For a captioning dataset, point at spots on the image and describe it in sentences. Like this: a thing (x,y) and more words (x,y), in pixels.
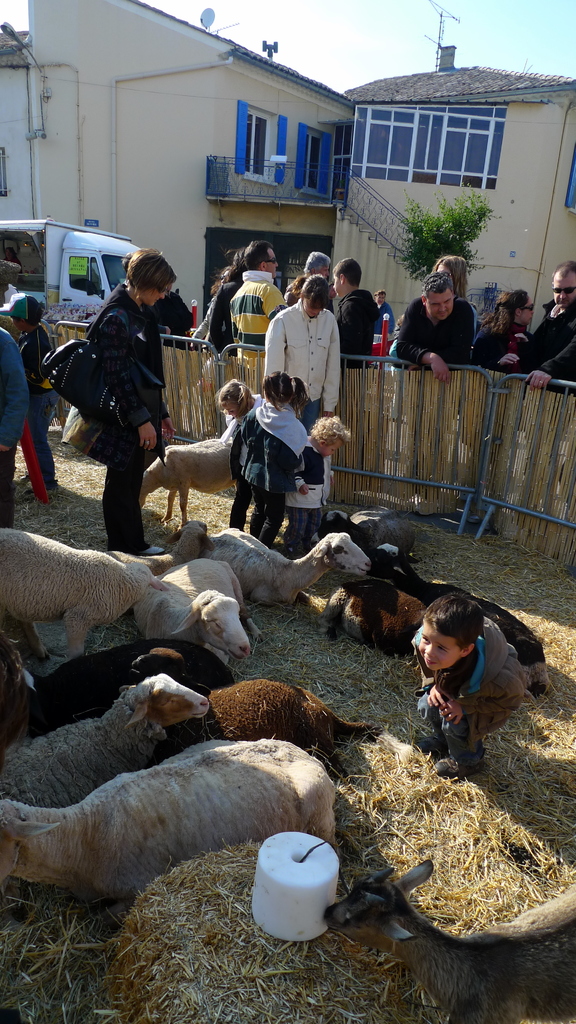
At the bottom of the image (137,789) there are animals (129,780) and we can see grass (430,892). On the right (465,764) there is a kid (444,719). In the background (2,447) we can see people (318,375) standing. In the center (229,365) there is a fence (344,472). There are buildings (303,187), tree (410,251), vehicle (77,292) and sky (334,73).
